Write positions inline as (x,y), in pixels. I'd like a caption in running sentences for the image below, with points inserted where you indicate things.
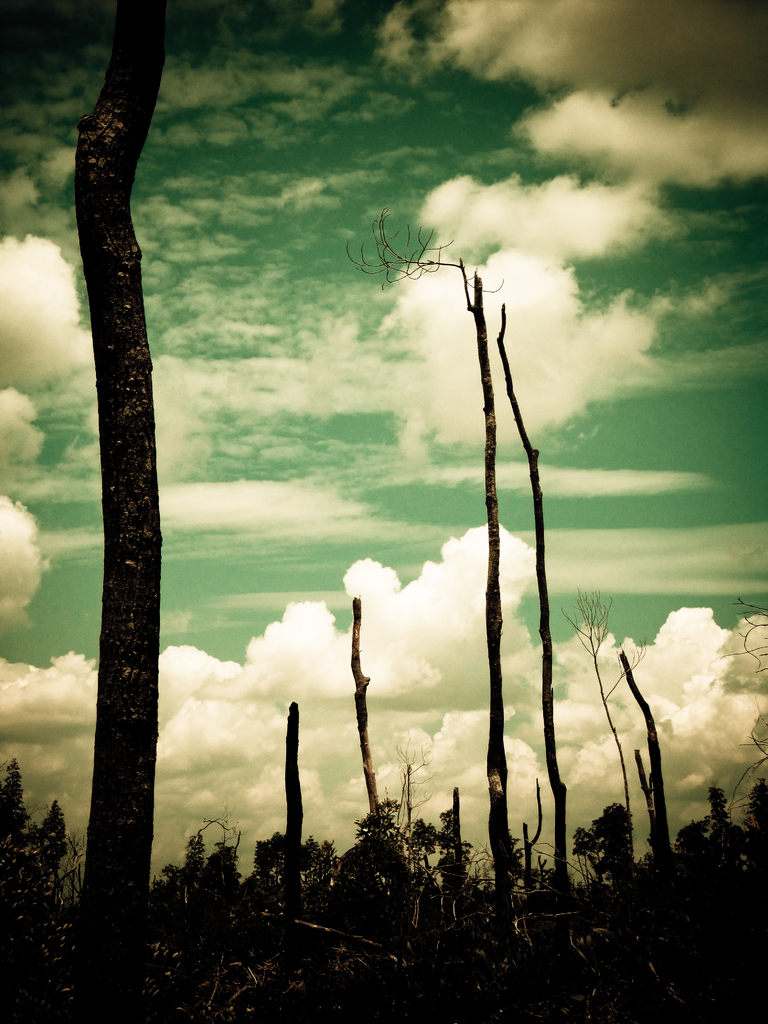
There are trees (374,872) at the bottom of this image (273,921), and there is a cloudy sky (357,517) in the background (158,383).
